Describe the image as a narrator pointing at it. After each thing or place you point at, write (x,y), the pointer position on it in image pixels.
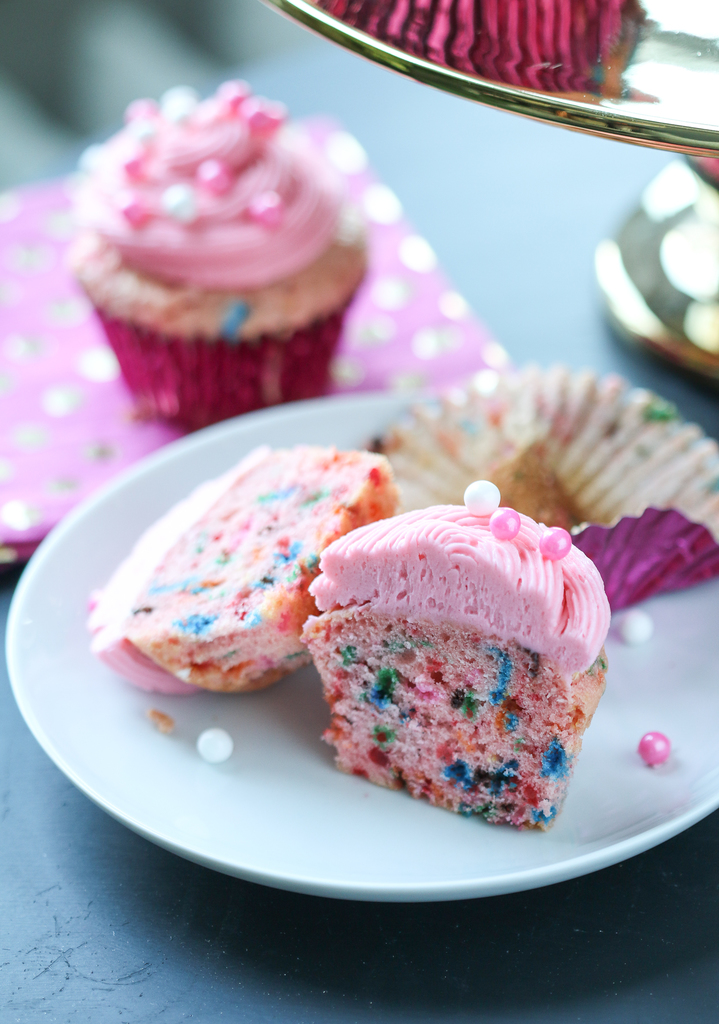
In this picture there is food (401,566) on the plate (694,638). At the back (169,367) there is a muffin (169,194) and there is food (434,35) in the bowl (703,104). At the bottom (182,921) it looks like a table (418,952).
